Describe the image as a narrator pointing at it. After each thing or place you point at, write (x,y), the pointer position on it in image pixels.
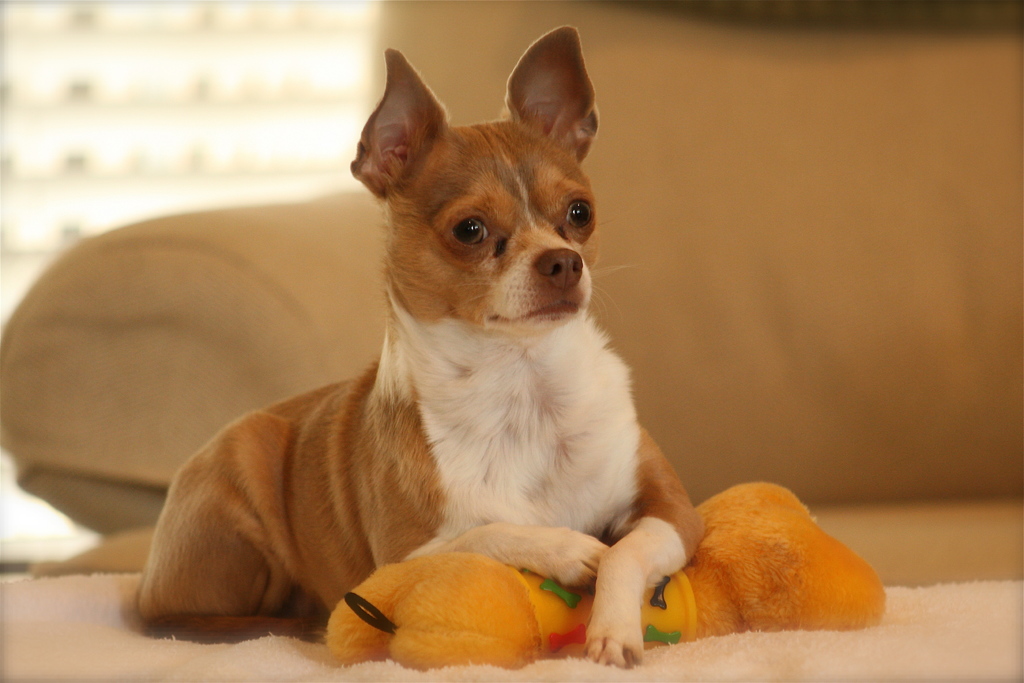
In this picture we can see a dog (315,620) sitting on a cloth (189,671) and in the background (142,366) we can see a sofa (903,259) and it is blurry.
